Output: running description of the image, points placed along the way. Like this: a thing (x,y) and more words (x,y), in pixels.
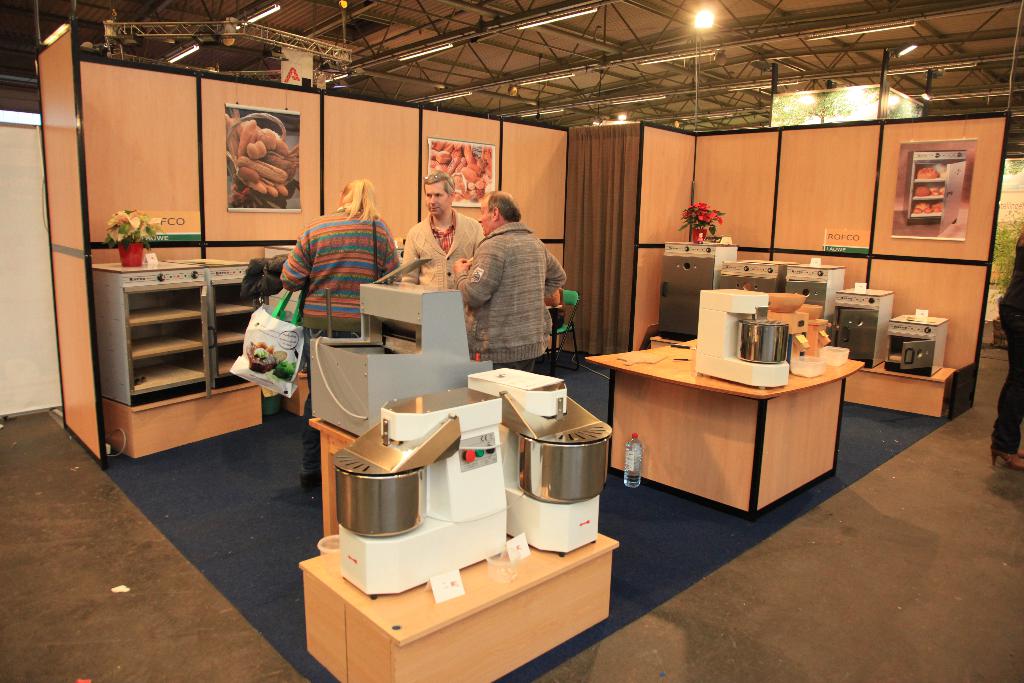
In the picture we can see inside the shed (679,28) with a two wooden walls (676,181) and to it we can see some racks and on it we can see a plant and besides it we can see a curtain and to the walls (806,221) we can see some posters (439,145) and near the wall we can see a blue color mat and on it we can see a table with a grinder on it and beside it we can see another table (509,540) with two grinders (479,511) on it.
